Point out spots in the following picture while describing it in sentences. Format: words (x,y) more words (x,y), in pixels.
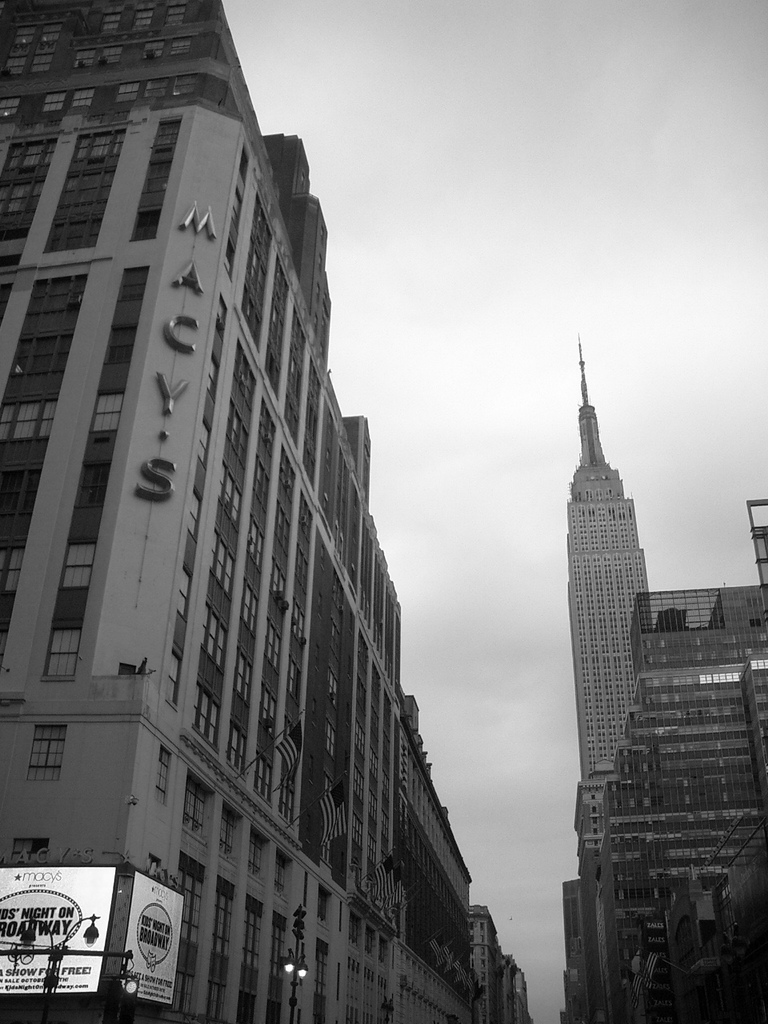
In the image there are huge buildings (579,853) and towers (574,673), there is a board (144,952) with some names (36,917) attached in front of the building (107,864) on the left side (78,910).
